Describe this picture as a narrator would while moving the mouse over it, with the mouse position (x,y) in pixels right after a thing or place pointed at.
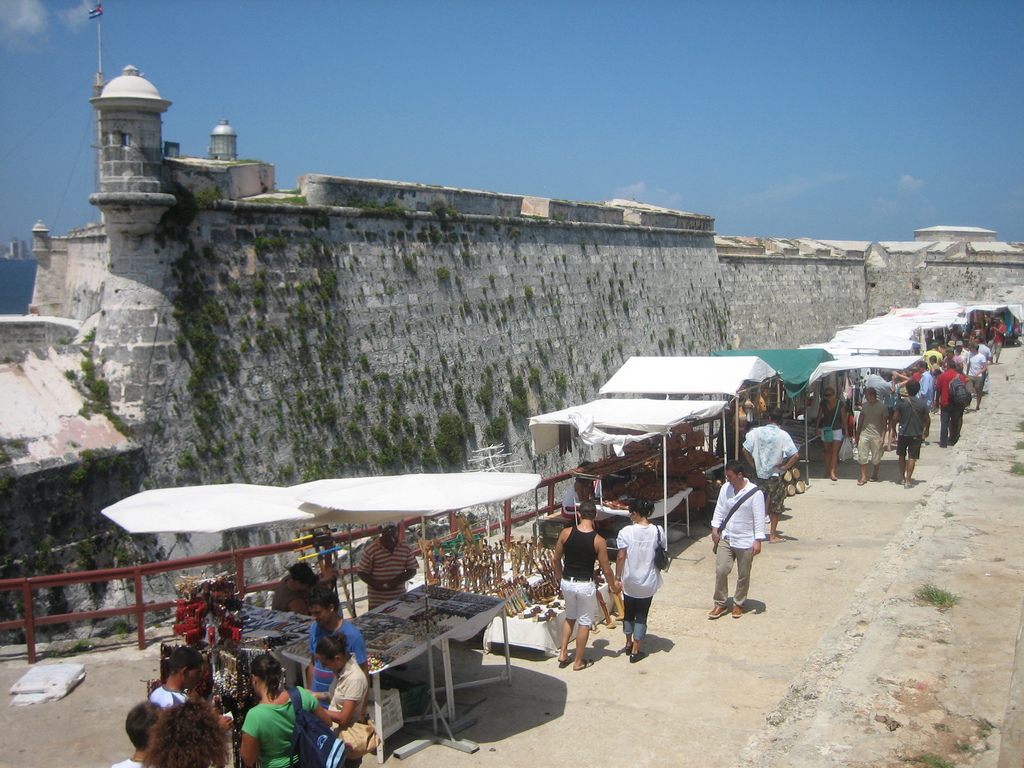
In this image there are some persons (636,540) standing at bottom of this image (594,559) and there are some shops (688,378) as we can see at bottom of this image (492,537) and there is a wall (388,330) in the background (372,328). There is a sky (482,60) at top of this image (440,94), and there is a flag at top left corner of this image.
